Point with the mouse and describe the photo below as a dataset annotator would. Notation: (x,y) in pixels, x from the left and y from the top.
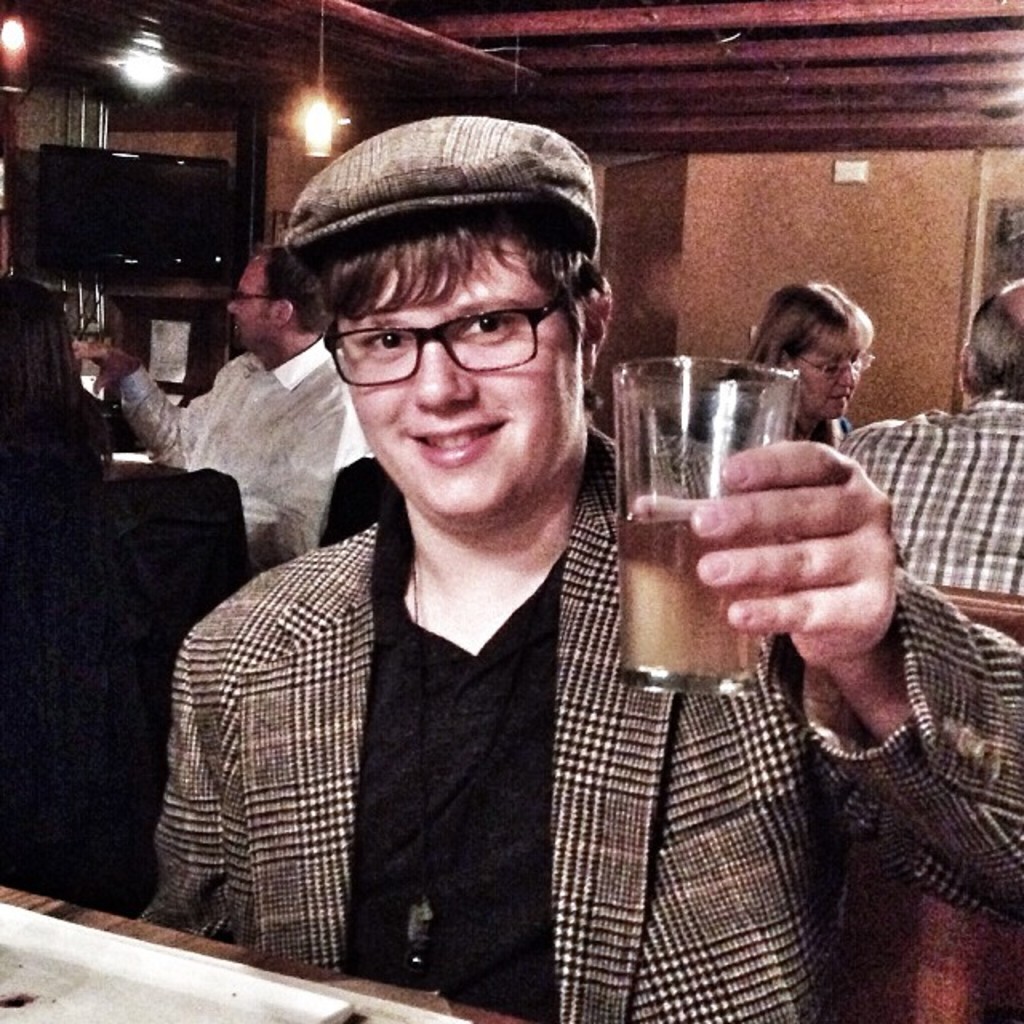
At the top (149,66) we can see lights (141,43). this is a television (110,239). We can see persons (327,398) sitting on chairs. In Front (686,727) portion of the picture we can see a man (688,711) holding a glass (686,511) with drink (676,614) in it in his hand (828,621). He wore spectacles (496,343) and a cap (435,202). He is carrying a smile on his face (496,473).
